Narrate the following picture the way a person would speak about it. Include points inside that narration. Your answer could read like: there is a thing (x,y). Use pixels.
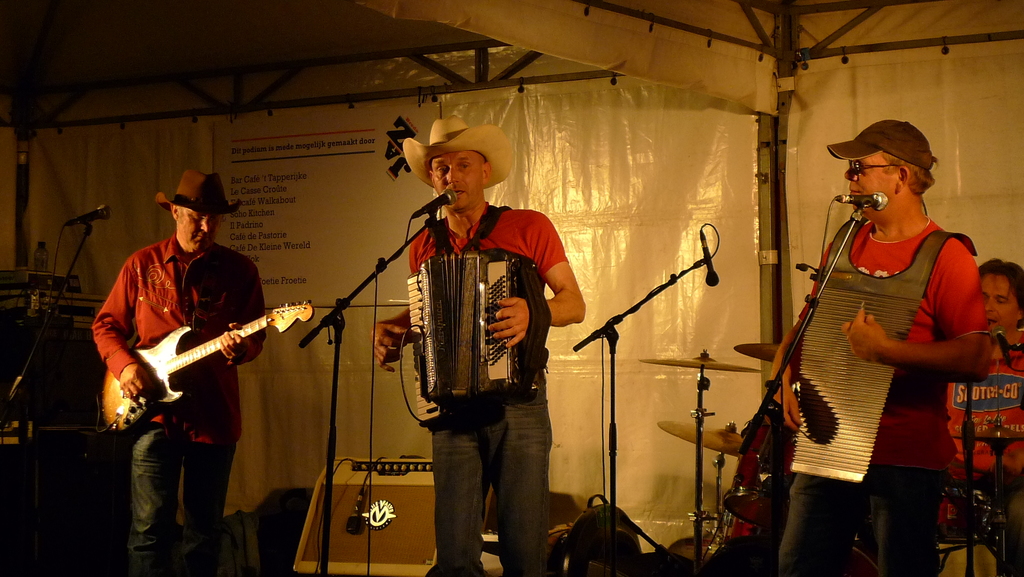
In the center of the image (526,310) there is a man (532,477) standing and playing accordion (453,322). He is singing a song. There is a mic (382,256) placed before him. On the right (817,443) there is a man (848,482) standing. On the left (227,412) there is another man (164,420) playing a guitar (180,369) behind them there is a man (988,408) who is playing a drum (999,466). In the background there is a board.
